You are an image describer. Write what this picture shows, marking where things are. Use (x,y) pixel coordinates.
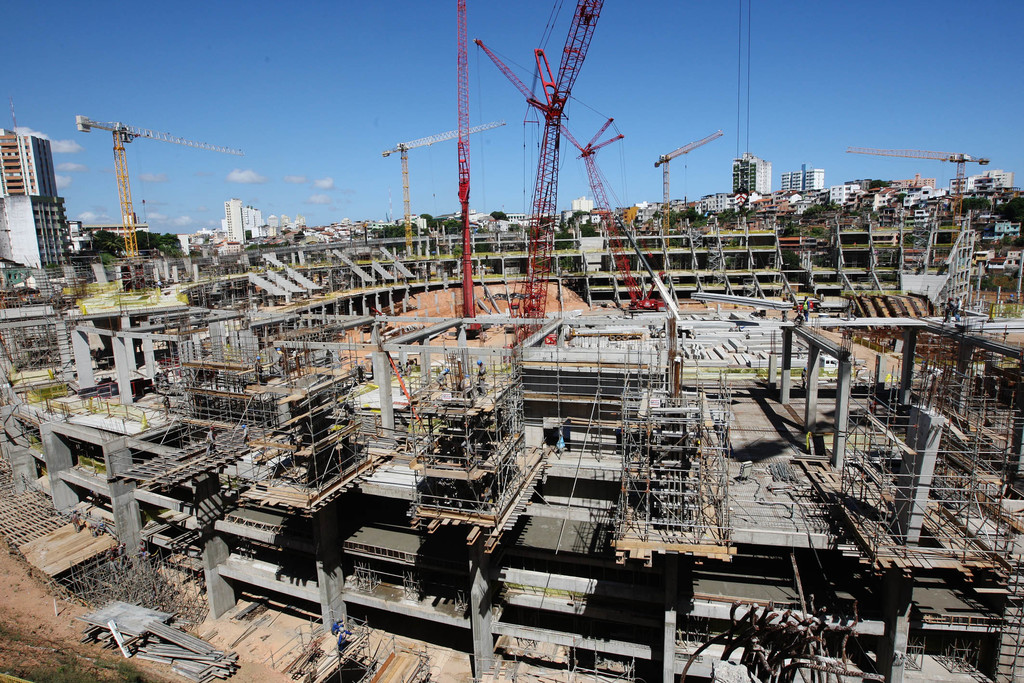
In this image I can see number of buildings (534,491) which are under construction, few metal rods (178,570), the ground (55,592) and few cranes (538,211) which are red, yellow and white in color. In the background (295,231) I can see few buildings (253,231), few trees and the sky (689,80).
